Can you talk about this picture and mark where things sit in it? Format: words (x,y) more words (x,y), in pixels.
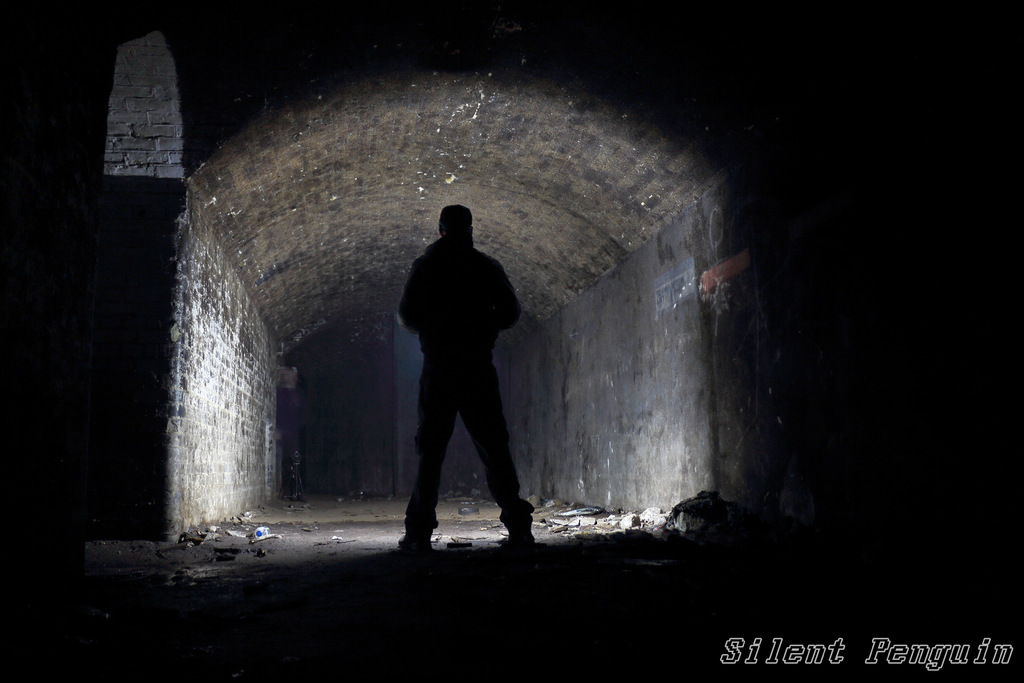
In this image, we can see a person (494,306) standing in between walls (514,396).
